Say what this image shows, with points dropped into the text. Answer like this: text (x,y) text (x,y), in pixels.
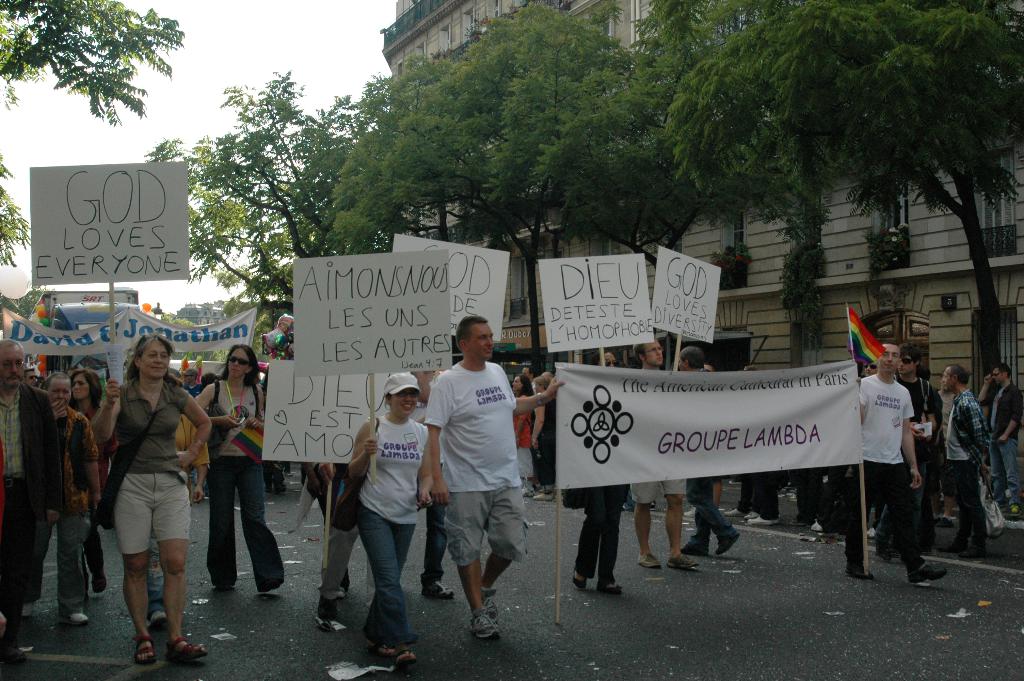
In this image I can see number of persons (80,425) are standing on the road (286,481) holding a white colored banner (657,398), a flag (877,348) and few boards (362,282) which are white in color. I can see few trees (573,117) which are green in color, few buildings (413,6) and the sky (200,115) in the background (287,28).
